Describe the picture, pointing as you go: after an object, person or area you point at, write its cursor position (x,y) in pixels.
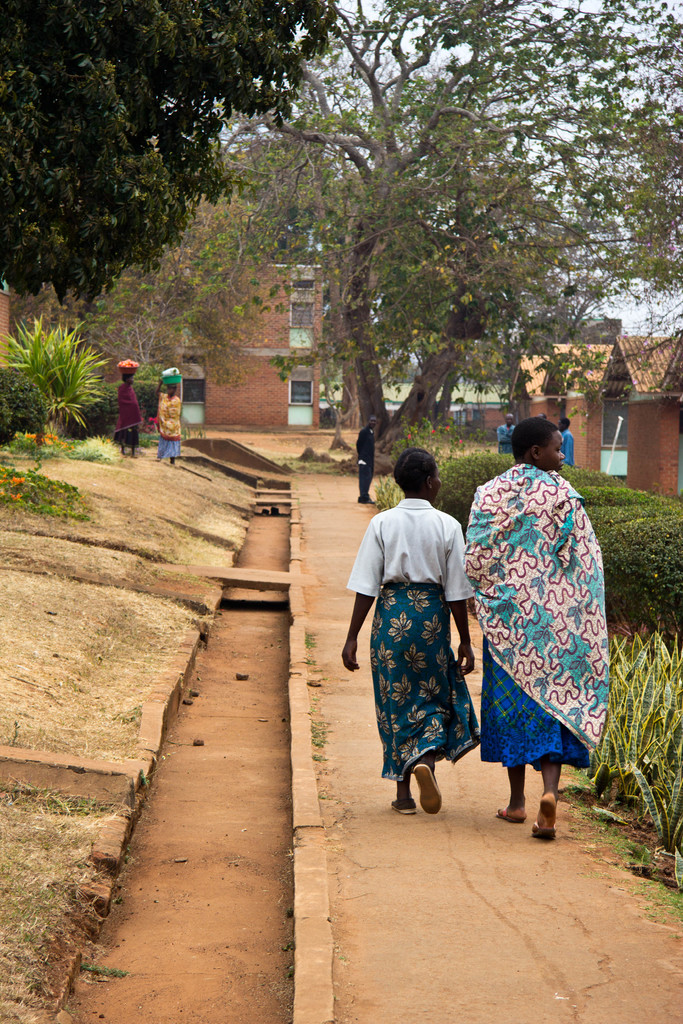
On the right side (542,646) two women (540,650) are walking, these are the trees (431,206).
